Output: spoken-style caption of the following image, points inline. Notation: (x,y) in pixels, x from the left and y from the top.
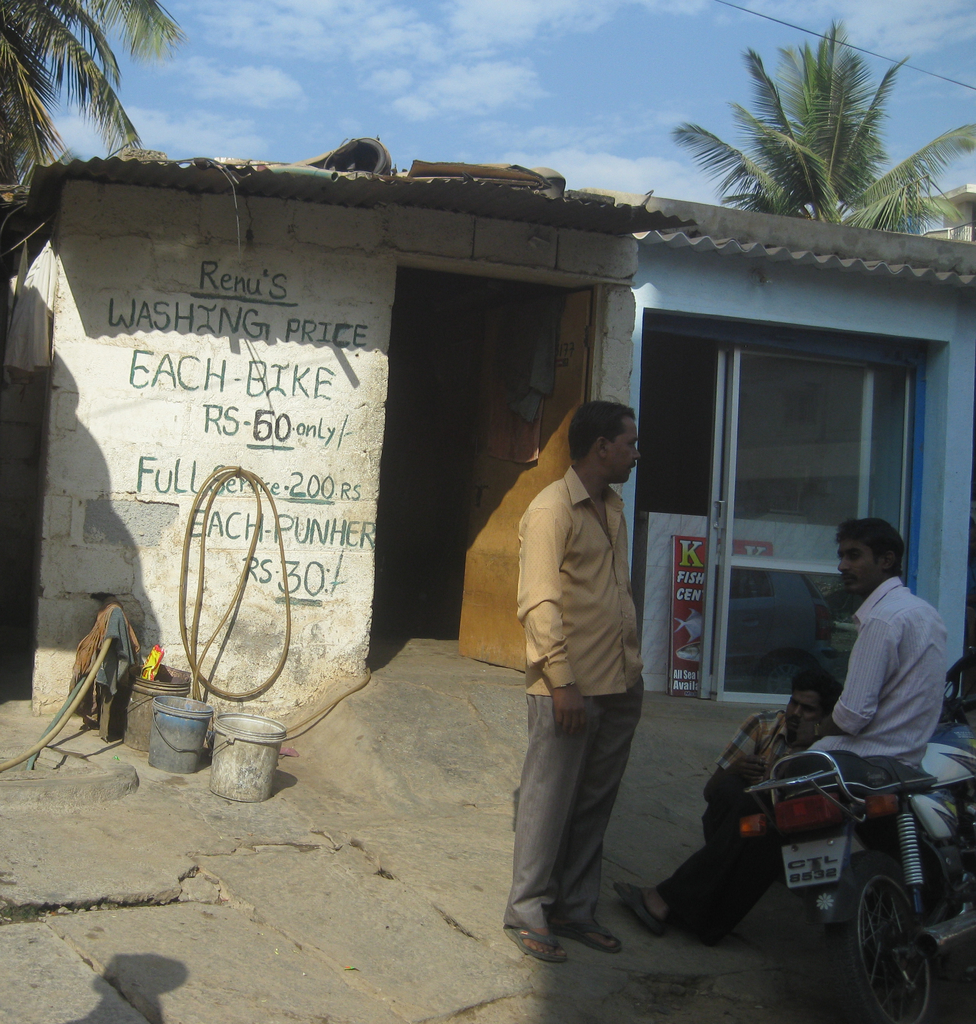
In the foreground (596,674) I can see three persons (832,732) on the road (650,876) and a bike (786,776). In the background (700,465) I can see shops (348,484), buckets (161,751), pipe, trees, wire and the sky (582,125). This image is taken may be during a day.
